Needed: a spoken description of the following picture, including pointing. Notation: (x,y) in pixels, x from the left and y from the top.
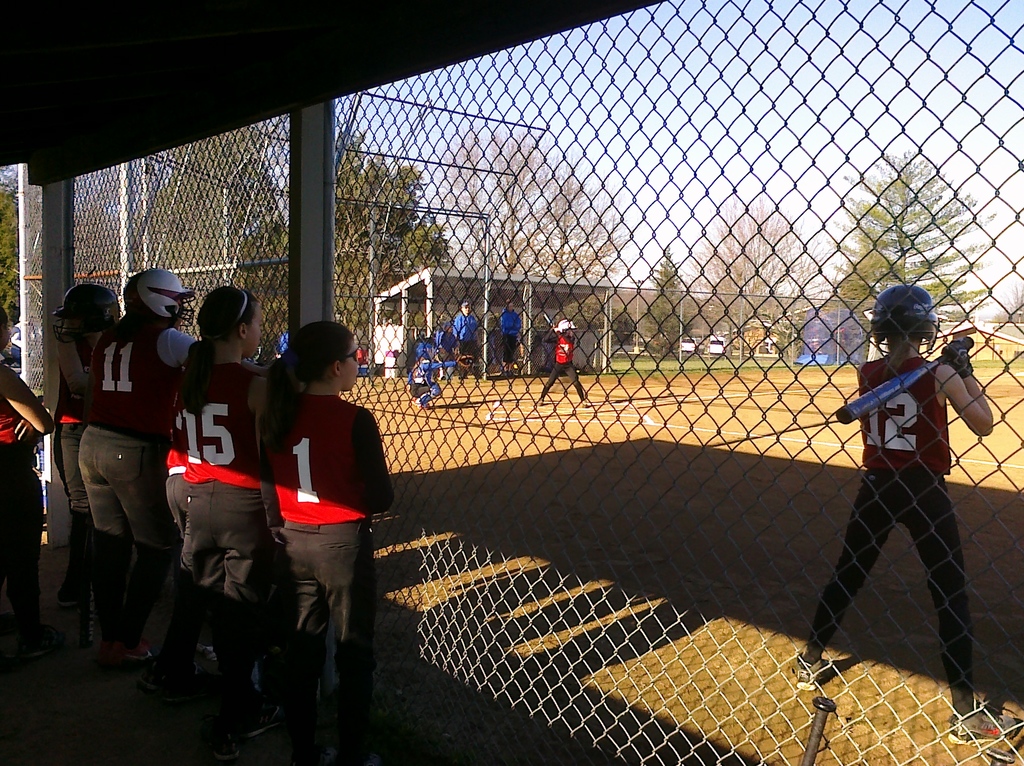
In this image I can see on the left side (321,345) 5 persons (246,440) are standing they wore red color t-shirts (316,448) and black color trousers (242,538). This is an iron net (599,312), on the right side (915,311) a girl (920,512) is playing the baseball. This person (936,464) wore red color t-shirt (917,434) and black color trouser (881,515). In the middle (588,314) there are trees (947,226), at the top (697,118) it is the sky (712,102).
